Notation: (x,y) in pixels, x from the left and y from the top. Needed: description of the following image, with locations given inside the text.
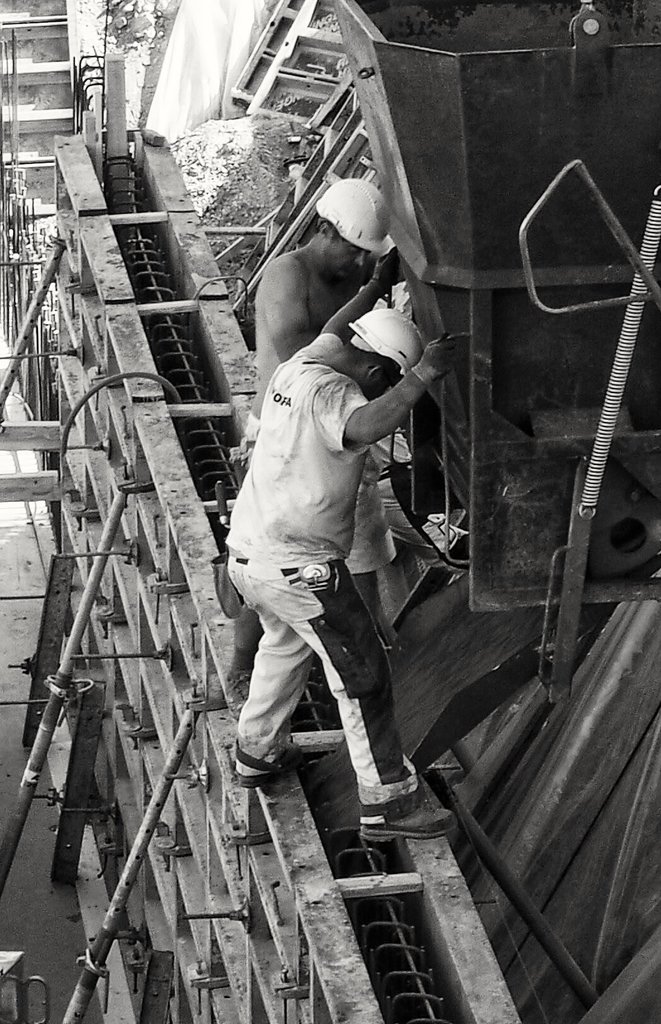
In this image I can see the black and white picture in which I can see two persons (274,562) wearing helmets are standing, few metal rods (68,666) and few machines (569,223).
